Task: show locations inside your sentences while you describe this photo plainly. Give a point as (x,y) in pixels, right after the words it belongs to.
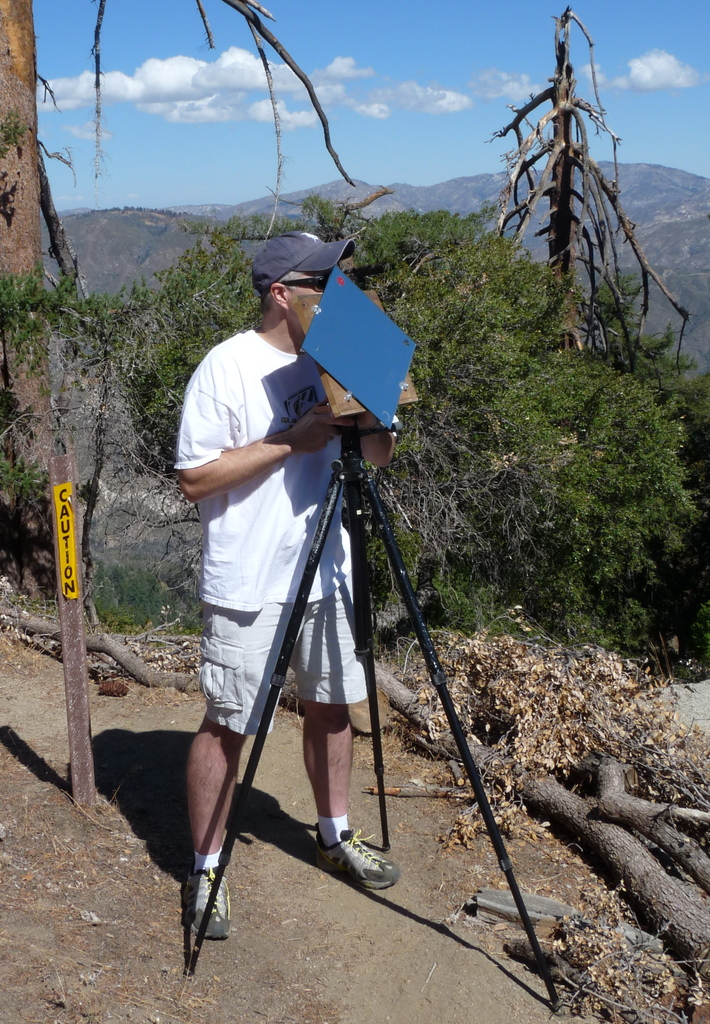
In this picture we can observe a man (221,495) wearing white color t-shirt (236,430) and a cap (281,273) on his head (279,291). In front of him there is a tripod stand (323,526) which is in black color. We can observe small wooden logs (534,785) on the ground (9,1007). Behind him there are trees (503,456) in the background (313,208). There are hills (665,198) and a sky (302,132) with some clouds (308,99).
